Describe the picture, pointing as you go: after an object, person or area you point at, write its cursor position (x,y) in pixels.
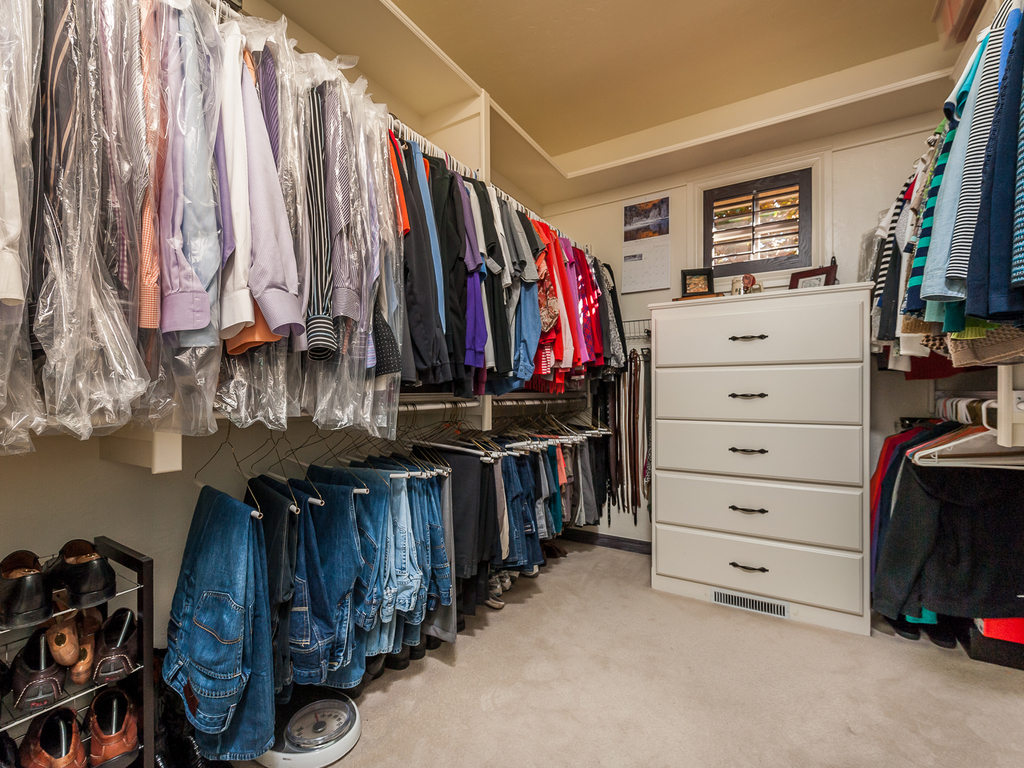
This picture is taken inside the room (581,602). In this image, on the right side (996,523), we can see some shirts (1000,168) with hanger (994,454). In the middle of the image (666,366), we can see a shelf (869,531), on the shelf (833,311), we can see some photo frames (824,281). On the left side (112,286), we can see some shirts (536,315) and jeans (191,561). In the left corner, we can see a chappal stand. In the background (636,486), we can see some belts (639,359), calendar (648,248), window (770,242). At the top (721,25), we can see a roof (704,75), at the bottom (341,748), we can see a weight machine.
